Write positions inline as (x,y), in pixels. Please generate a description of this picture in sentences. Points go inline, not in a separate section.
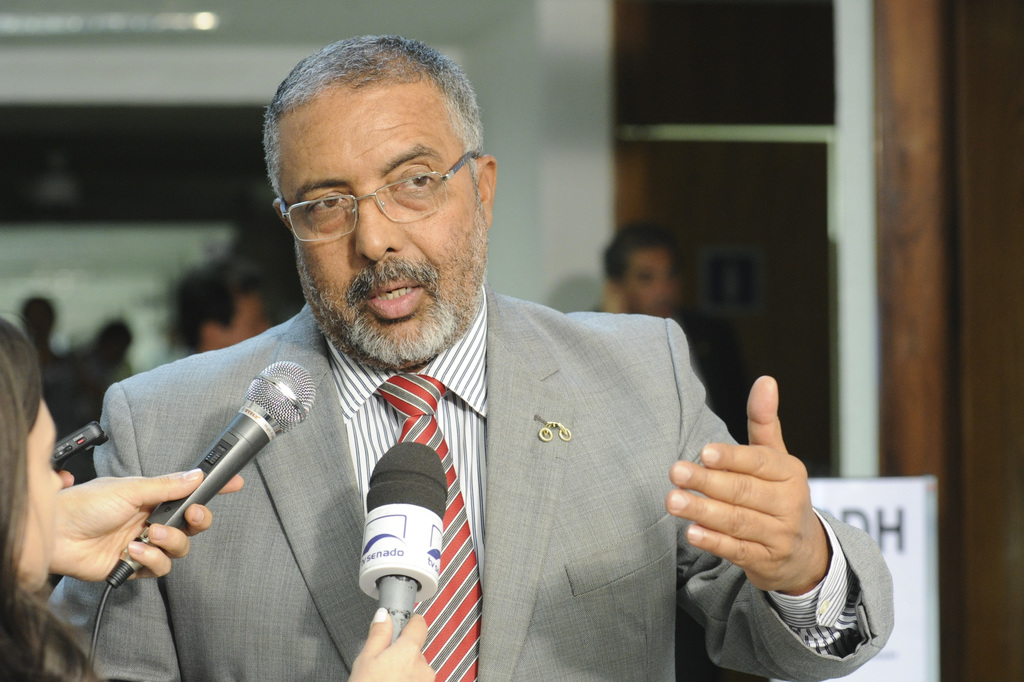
In this image there is a man (414,352), he is wearing suit (510,422) and talking to journalists (160,500) who are holding mics (396,600) in the background (627,302) there are few persons (199,336) and it is blur.
